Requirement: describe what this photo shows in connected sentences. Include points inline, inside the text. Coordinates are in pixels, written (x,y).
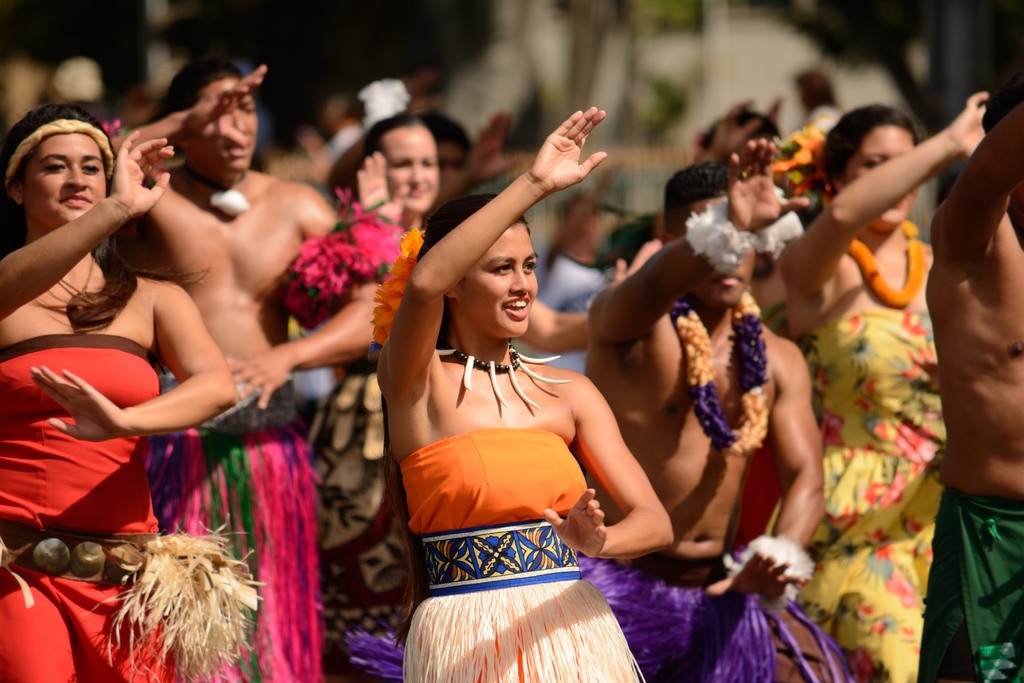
In this image we can see people (629,407) standing on the ground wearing costumes (281,449) and some are wearing garlands (701,358) around their necks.
